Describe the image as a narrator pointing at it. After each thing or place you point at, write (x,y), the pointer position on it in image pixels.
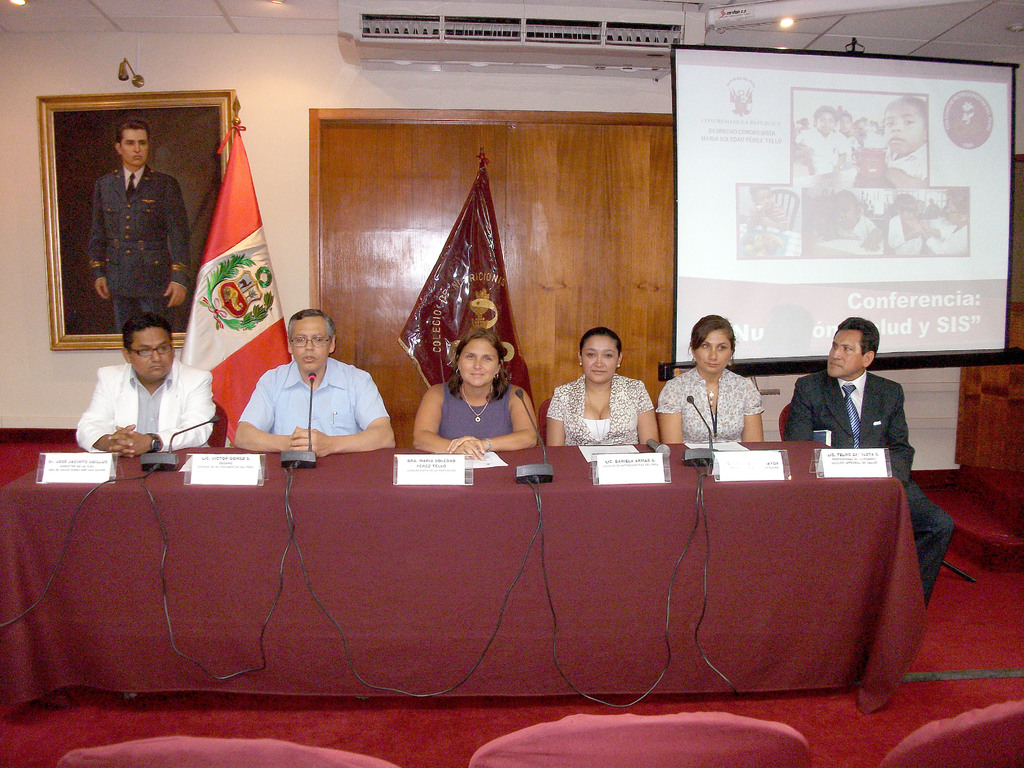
In this picture we can observe six members (558,391) sitting in the chairs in front of the table (564,487) on which we can observe name boards (419,476) and mics (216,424). There is a maroon color cloth (359,563) on the table (391,497). We can observe men (309,383) and women (495,407) in this picture. There are two flags (440,282) behind them. One of the flag (258,360) is in orange and white color and the other is in maroon color. On the right side (791,238) there is a projector display screen (785,249). In the left side (115,186) we can observe a photo frame (52,226) fixed to the wall (24,366). There is a door (570,289) in the background (539,256).
